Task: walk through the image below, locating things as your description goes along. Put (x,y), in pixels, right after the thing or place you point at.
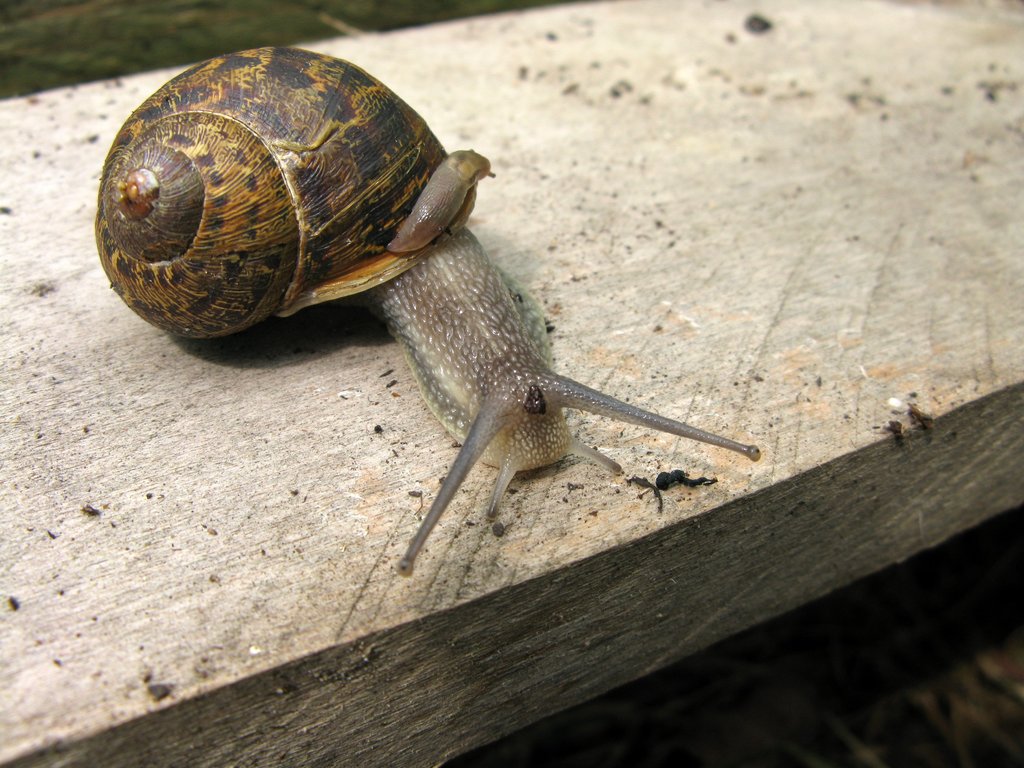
In this image we can see snail (124,244) on a wooden object (327,340).
